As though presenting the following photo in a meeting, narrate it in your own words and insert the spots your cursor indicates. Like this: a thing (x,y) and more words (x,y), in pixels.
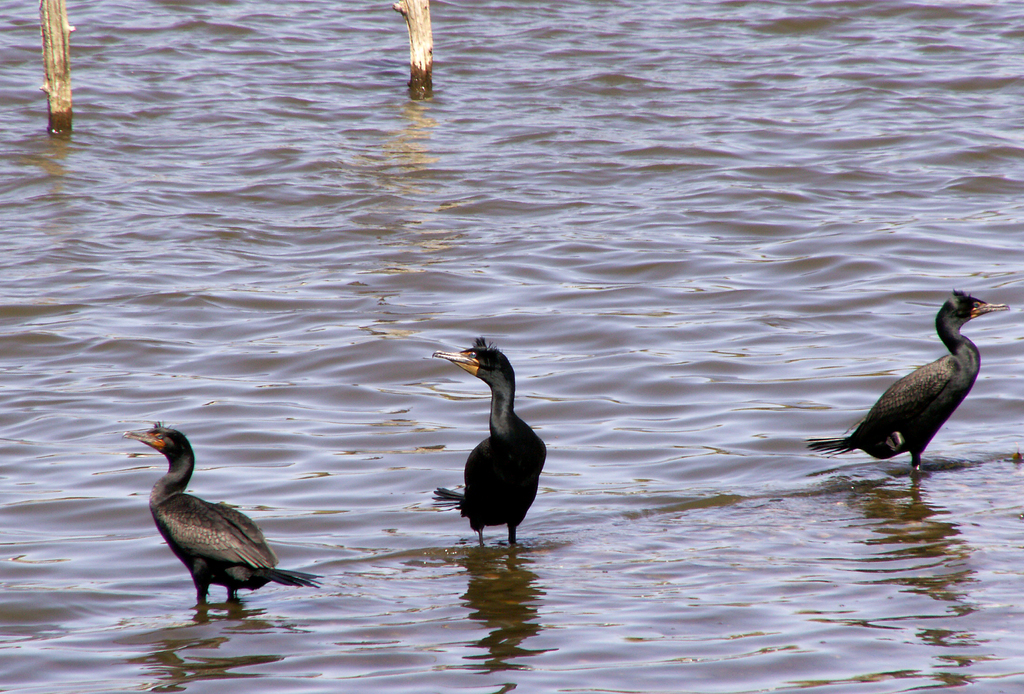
We can see birds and water (395,240) and we can see wooden poles (60,85).
